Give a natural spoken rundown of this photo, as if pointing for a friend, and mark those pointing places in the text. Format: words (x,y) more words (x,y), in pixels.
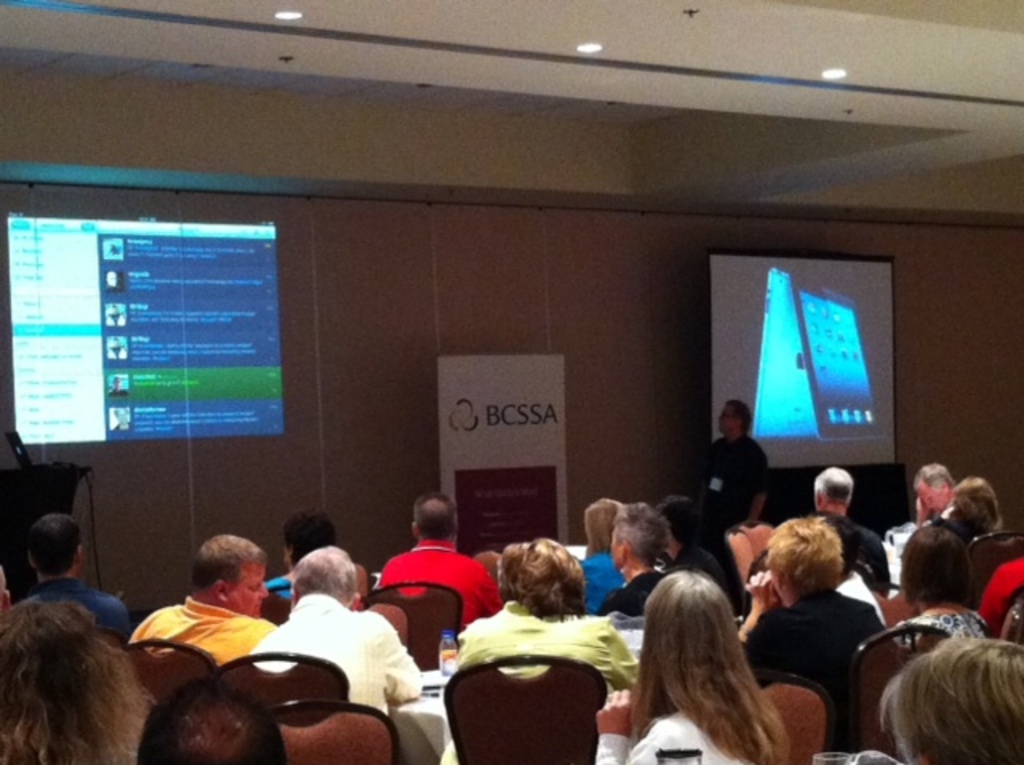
In this image we can see a few people (539,603), some of them are sitting on the chairs (425,649), a person (748,465) standing in front of them, there are some table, there is a bottle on a table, also we can see two screens (232,366), with some texts (203,407) and images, we can see some ceiling lights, there is a laptop (19,439) on a podium (63,475).
